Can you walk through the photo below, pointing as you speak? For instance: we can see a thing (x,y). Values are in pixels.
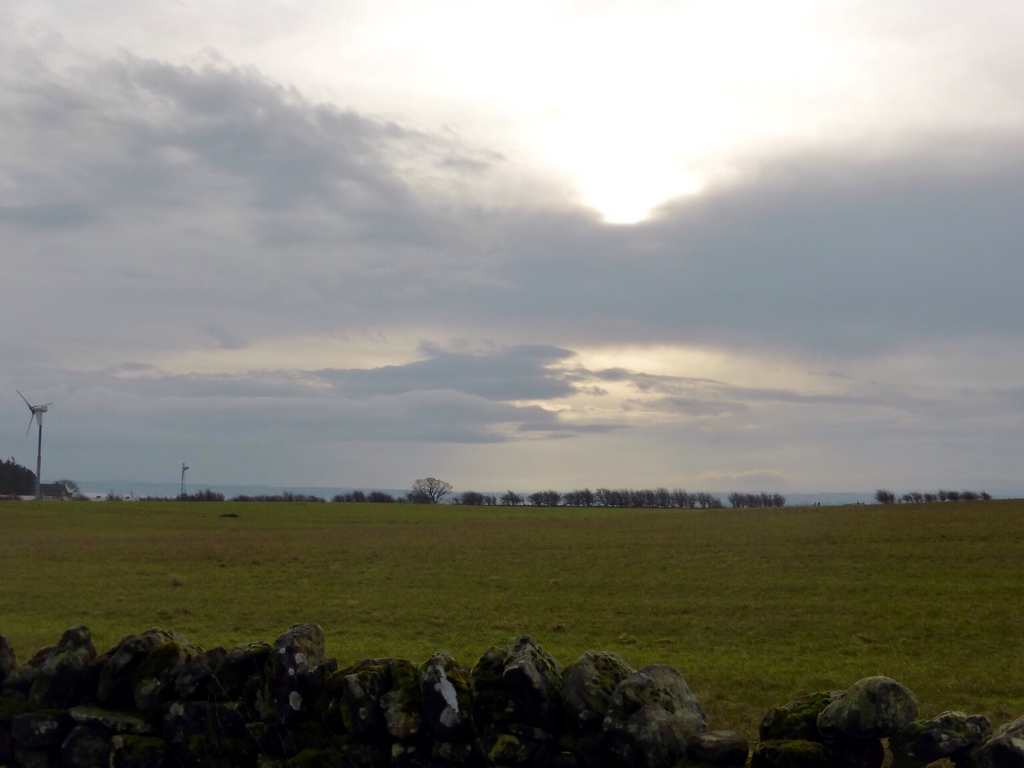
In this image we can see the grass (607,586), rocks (292,708) and also trees (644,498). There is a cloudy sky (470,217).
